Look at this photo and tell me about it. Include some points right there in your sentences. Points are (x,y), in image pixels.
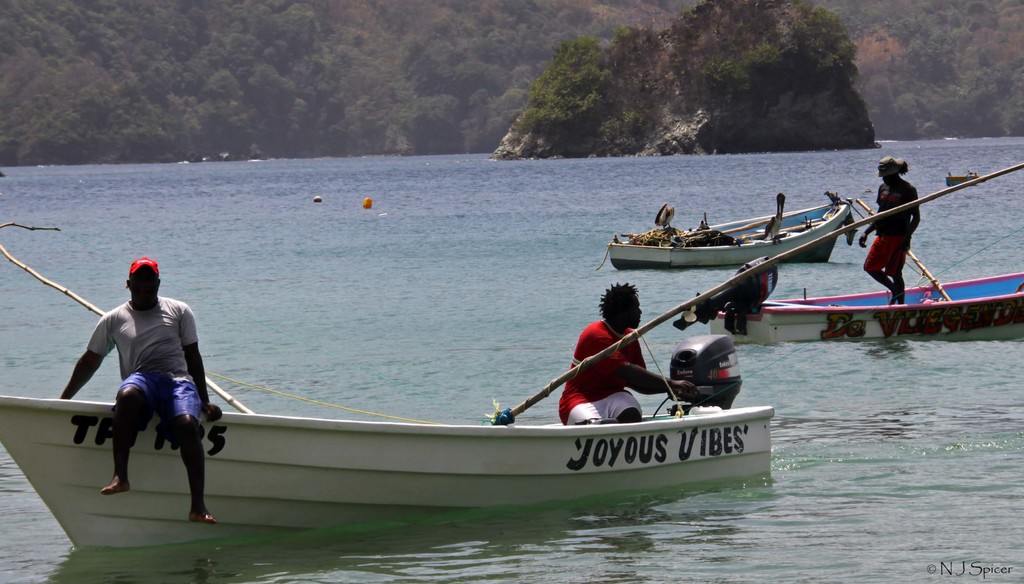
On the left side (199,443) a man (198,499) is sitting on the boat (328,465), the boat (442,479) is in white color, few other boats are there in this water (514,303). These are the trees (354,81) in this image.
